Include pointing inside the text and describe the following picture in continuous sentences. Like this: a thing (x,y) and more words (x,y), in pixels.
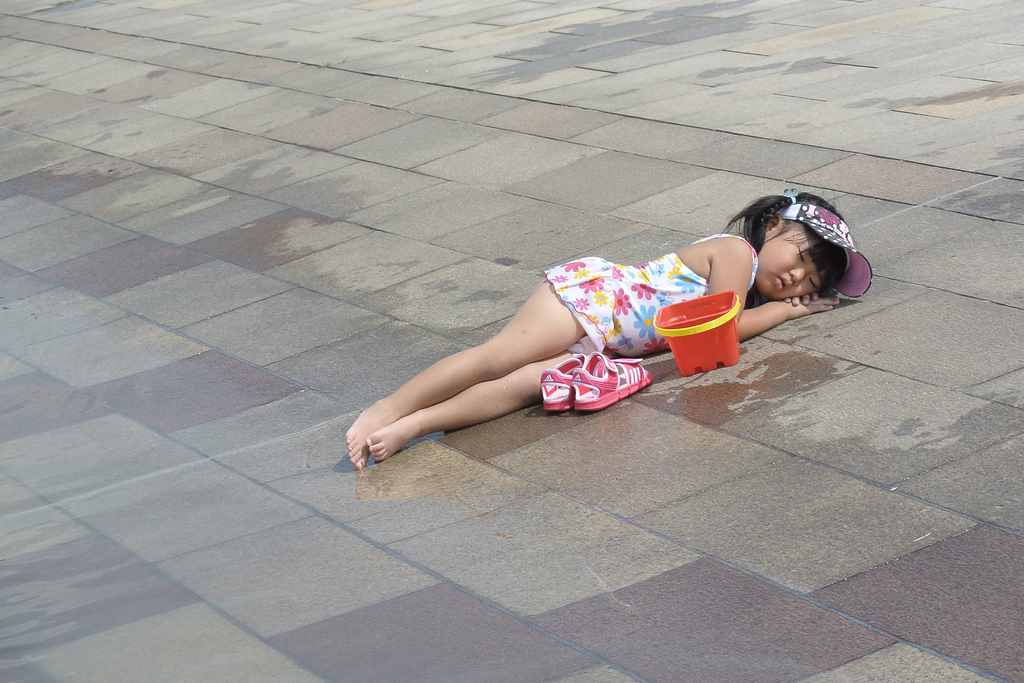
In this image we can see a kid (412,420) wearing multi color dress (600,310) sleeping on ground (860,236), there is a pair of shoes (570,379) and a box (681,345) beside her.
